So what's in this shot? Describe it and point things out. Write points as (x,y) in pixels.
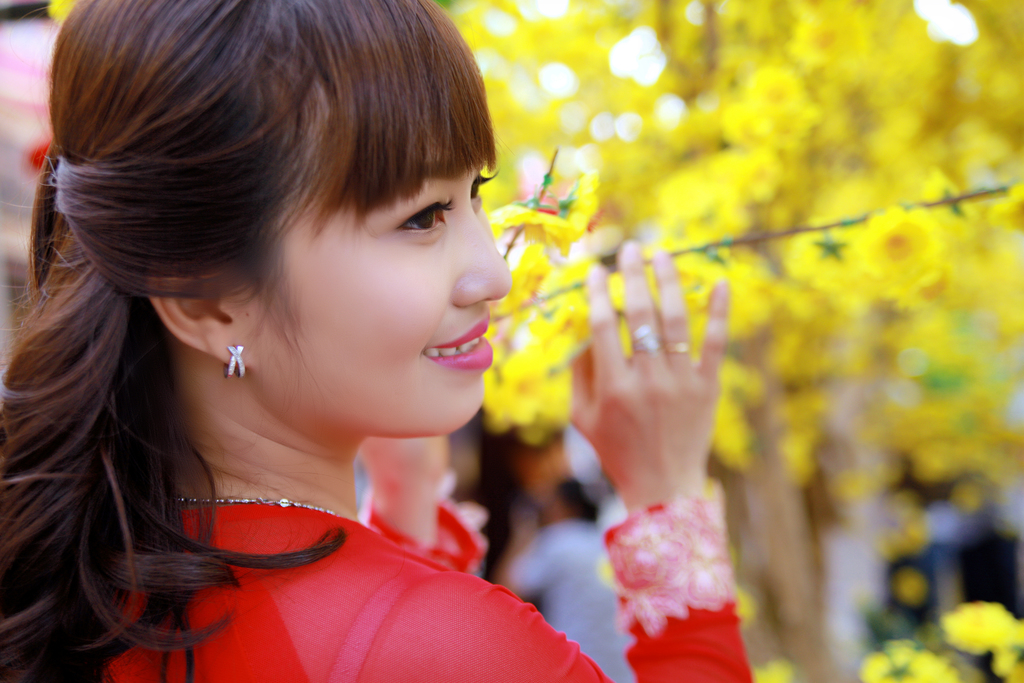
In this picture there is a Chinese girl (306,527) wearing red color dress (315,599), smiling and looking on the right side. Behind there is a blur background (824,331) with yellow color flowers (846,204).
